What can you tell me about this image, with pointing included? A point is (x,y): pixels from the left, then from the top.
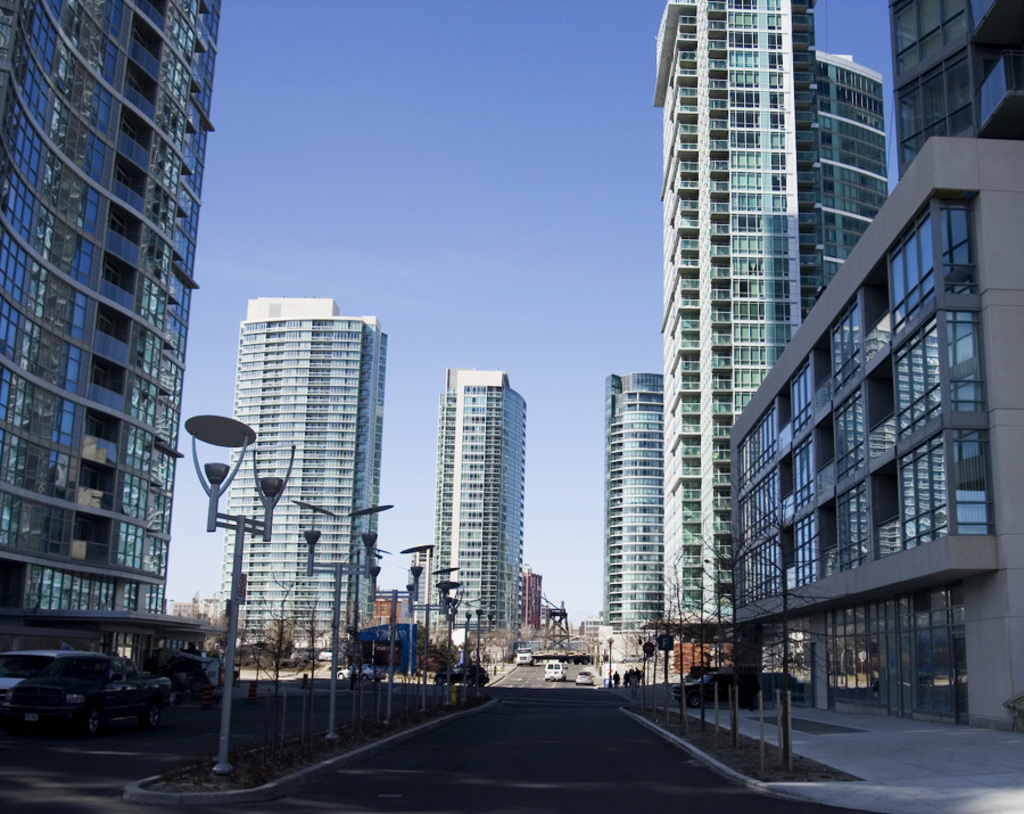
This image consists of buildings (664,541) in the middle (512,529). There is sky (394,135) at the top (394,135). There are vehicles (14,690) at the bottom (22,677).
